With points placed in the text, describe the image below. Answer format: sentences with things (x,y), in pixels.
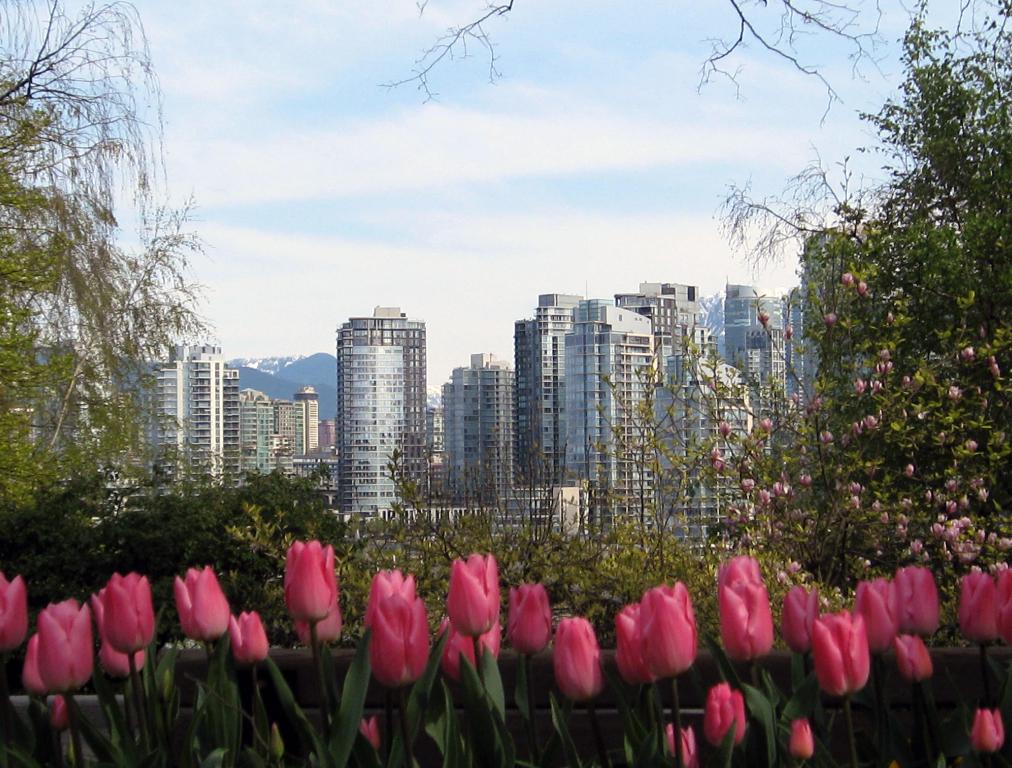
This picture is clicked outside the city. At the bottom of the picture (751,699), we see tulip flowers (414,671) and on either side of the picture, we see trees (917,508). There are many buildings (165,373) in the background (266,370) and we even see the hills (303,364). At the top of the picture (358,87), we see the sky (369,305).
